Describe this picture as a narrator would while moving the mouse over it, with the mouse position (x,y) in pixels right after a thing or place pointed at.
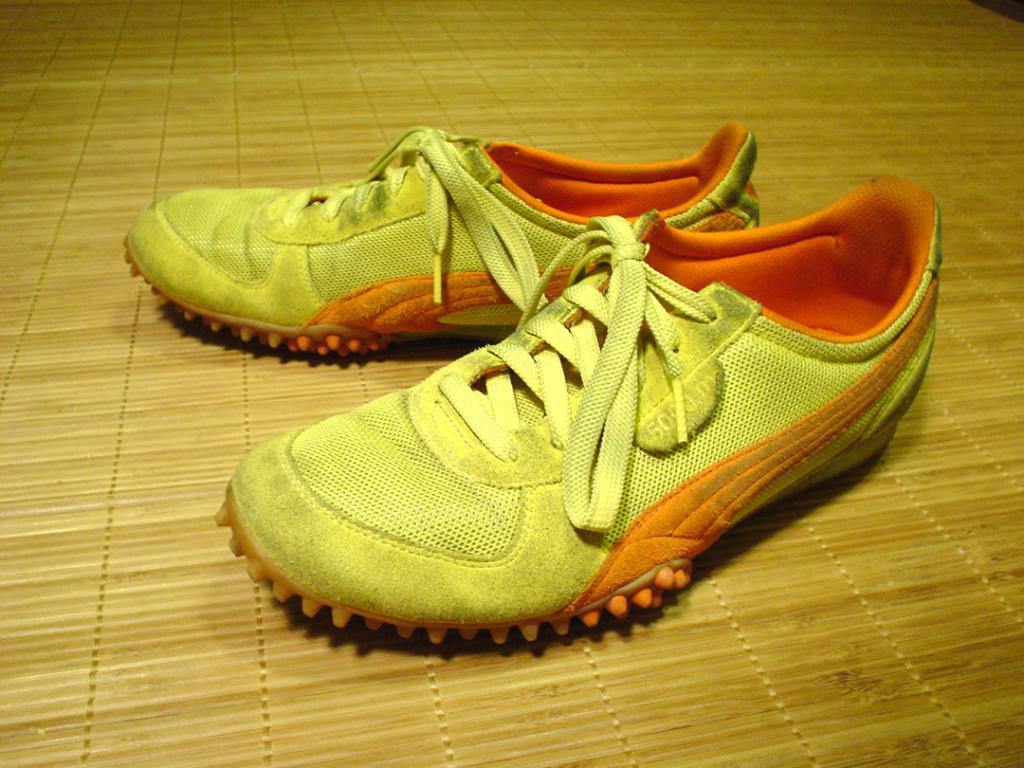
These are the shoes (518,375) which are in yellow and orange color.
